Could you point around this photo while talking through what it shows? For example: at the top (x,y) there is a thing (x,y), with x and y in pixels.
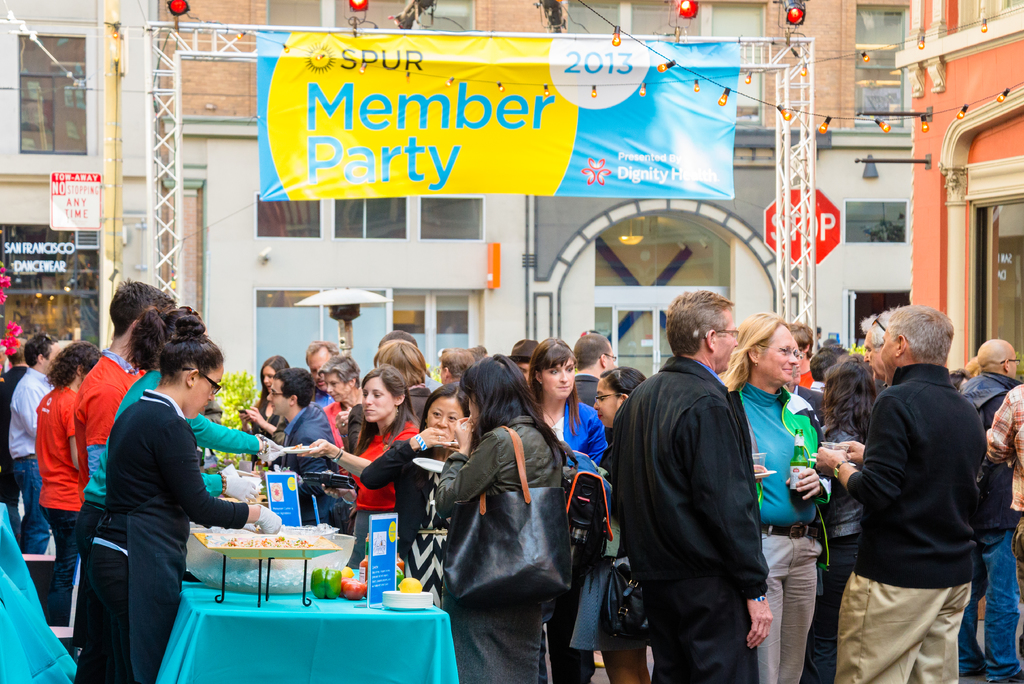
In this image I can see number of people (706,331) are standing. I can see few of them are wearing jackets (646,526) and few of them are carrying bags (465,523). I can also see a table (297,600), few boards (283,487), few buildings (392,258), few lights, windows (65,262), a banner (434,51) and I can see something is written at few places.
